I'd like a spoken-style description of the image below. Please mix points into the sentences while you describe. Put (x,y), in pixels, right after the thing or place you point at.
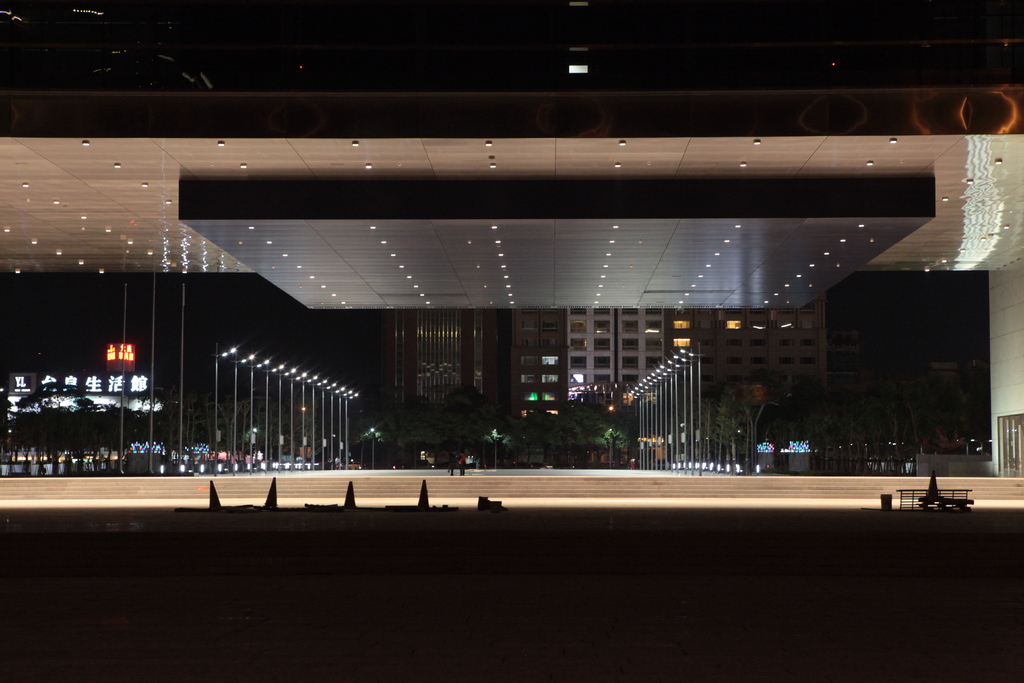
In this image I can see building (534,389) in front of the building (513,384) I can see street light poles (696,417) and I can see traffic cones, at the bottom (1019,531) I can see dark view (469,552).
